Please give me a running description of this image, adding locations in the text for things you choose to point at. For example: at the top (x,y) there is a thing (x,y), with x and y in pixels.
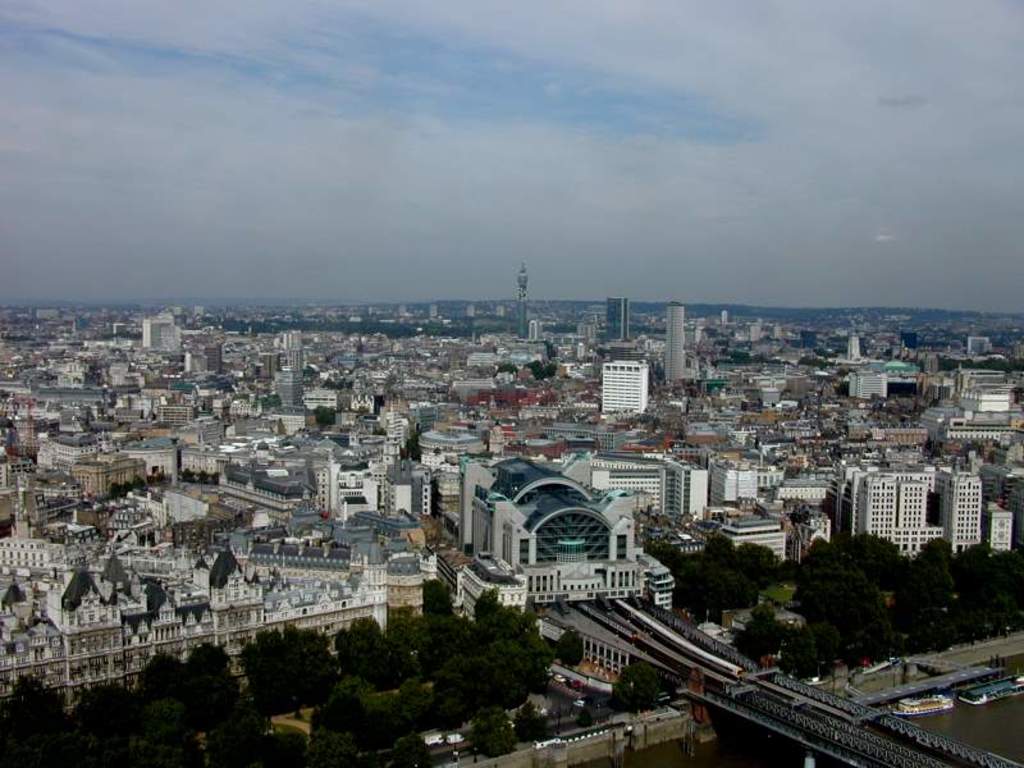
In this image we can see buildings (640,545), trees (158,723), bridge (844,741), water (769,760), boats (929,712), and vehicles (630,609). In the background (241,192) there is sky (577,174) with clouds (903,255).
